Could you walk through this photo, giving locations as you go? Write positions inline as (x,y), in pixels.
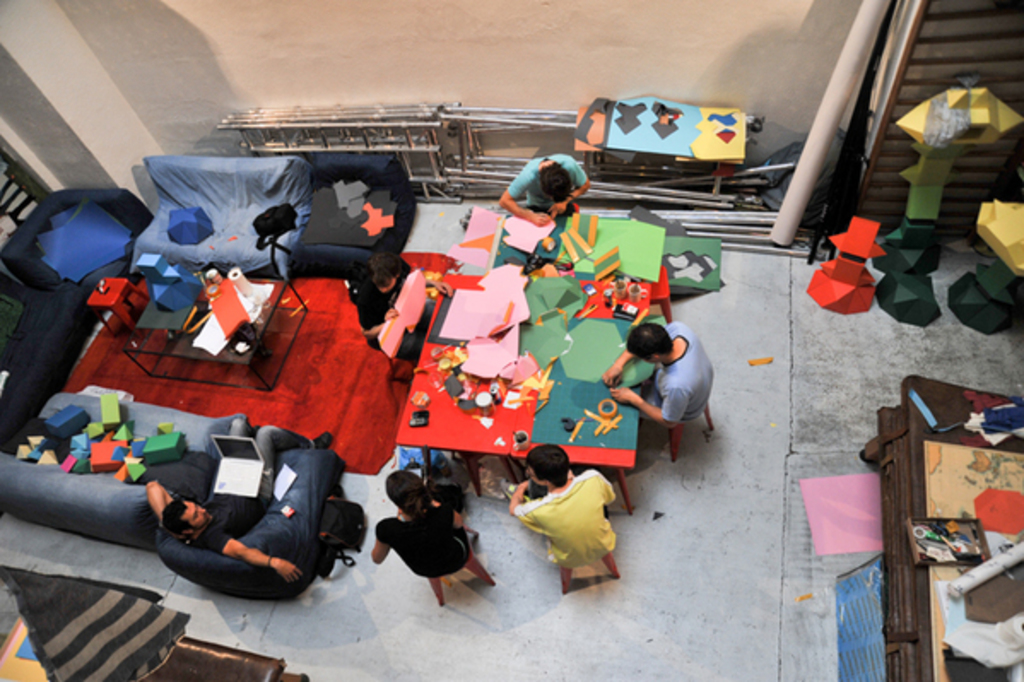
This is the picture of a room (700,233). In this image there are group of people (607,539) sitting. There are papers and objects (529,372) on the table (433,430). There are chairs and sofas (192,666) and there are craft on the sofa (56,476). At the bottom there is a mat (369,394). At the back (10,121) there are rods (489,190) and there is a wall (54,145).
